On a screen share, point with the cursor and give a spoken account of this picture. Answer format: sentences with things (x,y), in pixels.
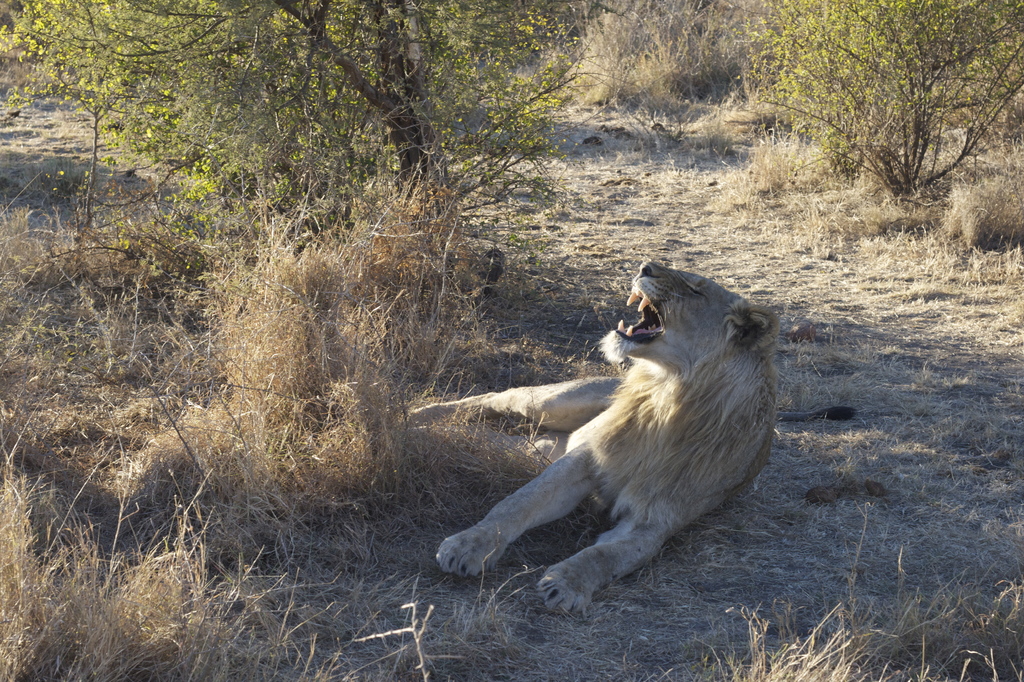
In this image I can see a lion (555,497) in the centre (612,405). I can also see an open grass ground (406,329) and on it I can see few trees (508,115) and shadows (436,316).
